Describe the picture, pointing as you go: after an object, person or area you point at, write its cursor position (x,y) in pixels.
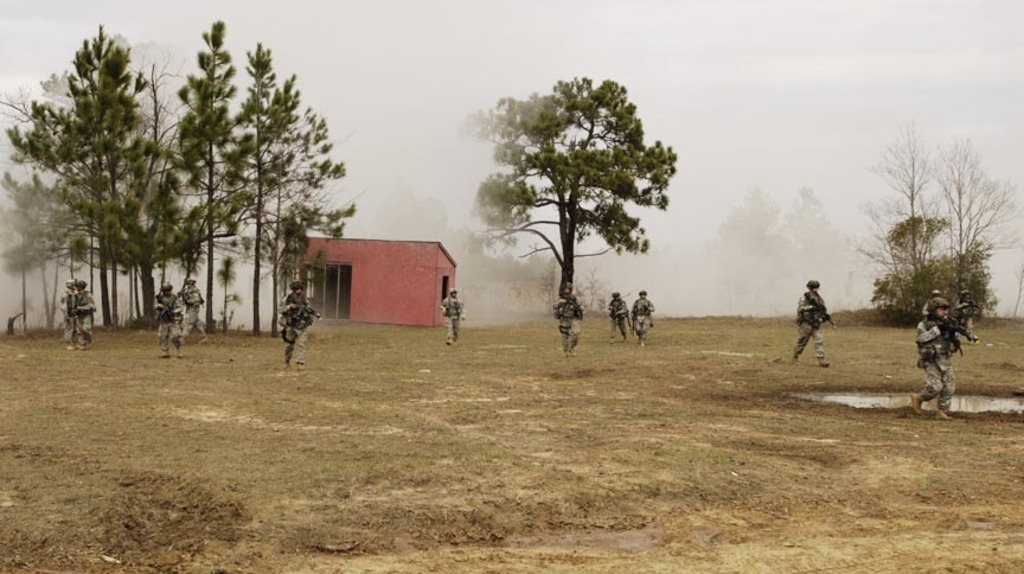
In this image there are group of military officers (632,312) who are walking on the ground (557,404). In the background (388,277) there is a small house (368,273) in between the trees (185,172). At the top (370,134) there is smoke (381,76). All the military officers (91,312) are walking on the ground (736,326) by holding the guns (940,328) in their hands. On the right side (992,404) there is water (1008,404) on the ground (782,389).
